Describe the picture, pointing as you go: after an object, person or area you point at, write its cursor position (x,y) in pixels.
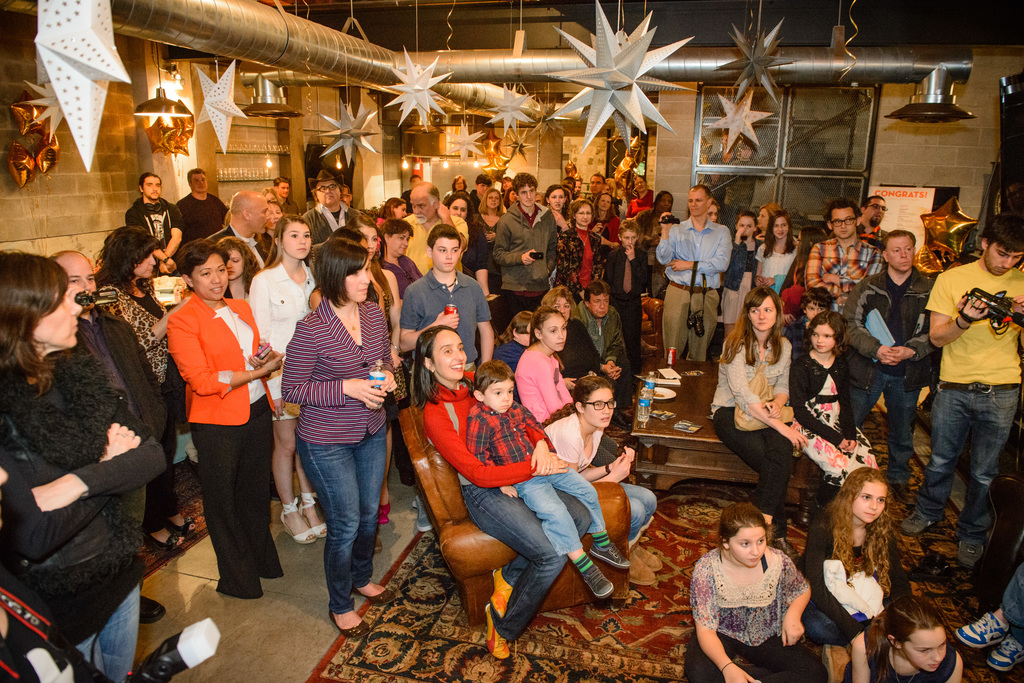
In the image there are many men (903,375), women (399,274) and kids (521,449) standing and sitting inside a room (334,159), in the middle (634,432) there is a table (647,427) with few persons (719,416) sitting on it and there are stars (419,84) to the ceiling (868,17) and lights (154,105) in the background (164,94).
